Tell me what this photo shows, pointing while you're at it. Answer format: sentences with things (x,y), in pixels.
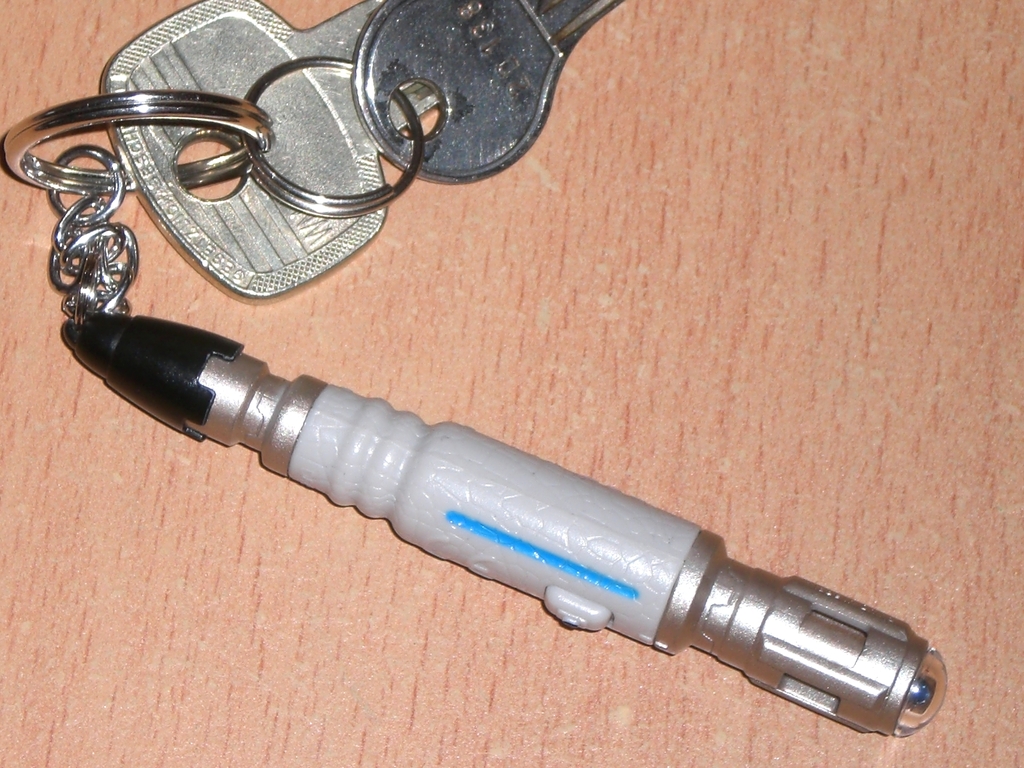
In this image I can see keys (381,180) with a keychain (412,180). It is looking like a laser light (779,651).
